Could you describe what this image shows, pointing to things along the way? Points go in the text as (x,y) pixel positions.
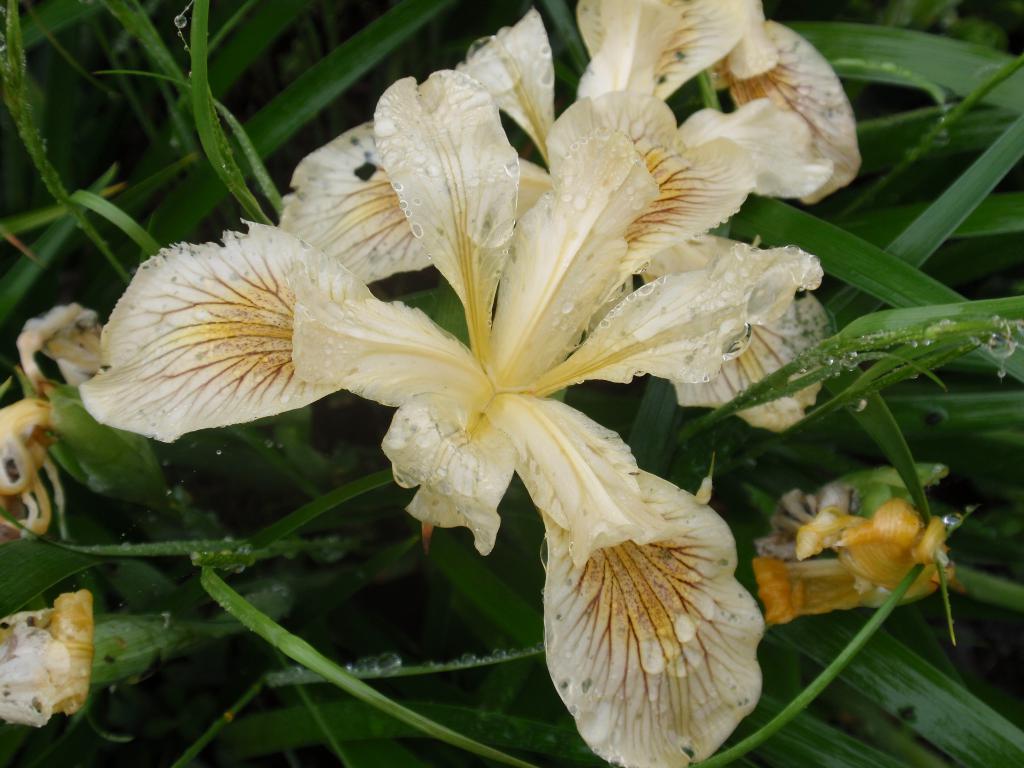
In this image in the foreground (277,376) there are some flowers (244,356), and in the background (933,293) there are some plants (932,310).
